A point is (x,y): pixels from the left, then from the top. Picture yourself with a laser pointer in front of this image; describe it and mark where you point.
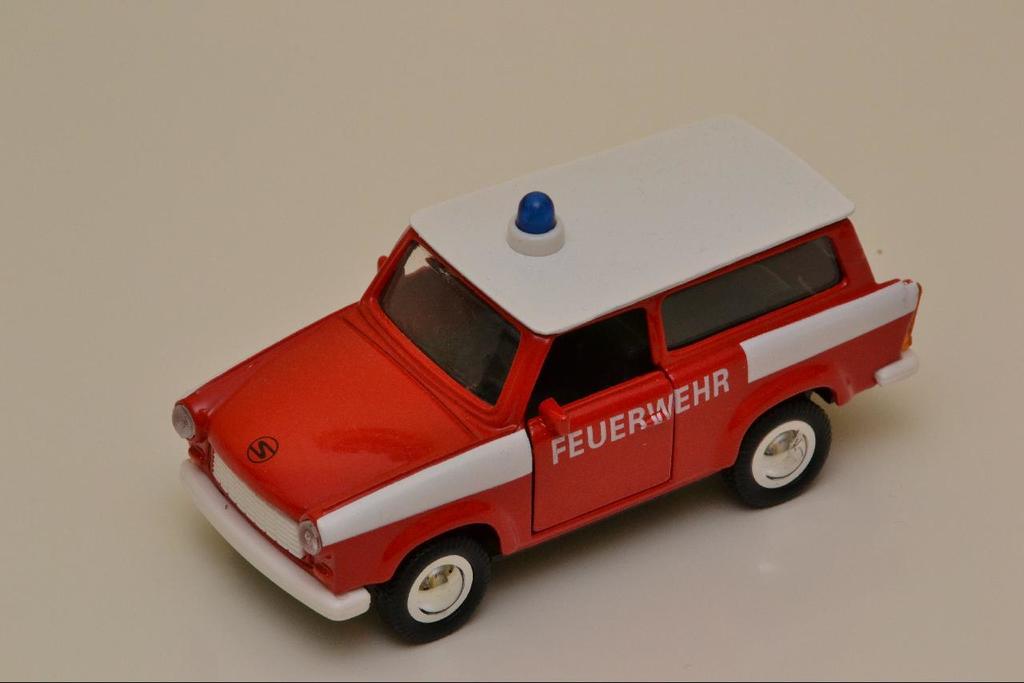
In this image there is a toy car (472,429) in red color and there is a blue color on it.
